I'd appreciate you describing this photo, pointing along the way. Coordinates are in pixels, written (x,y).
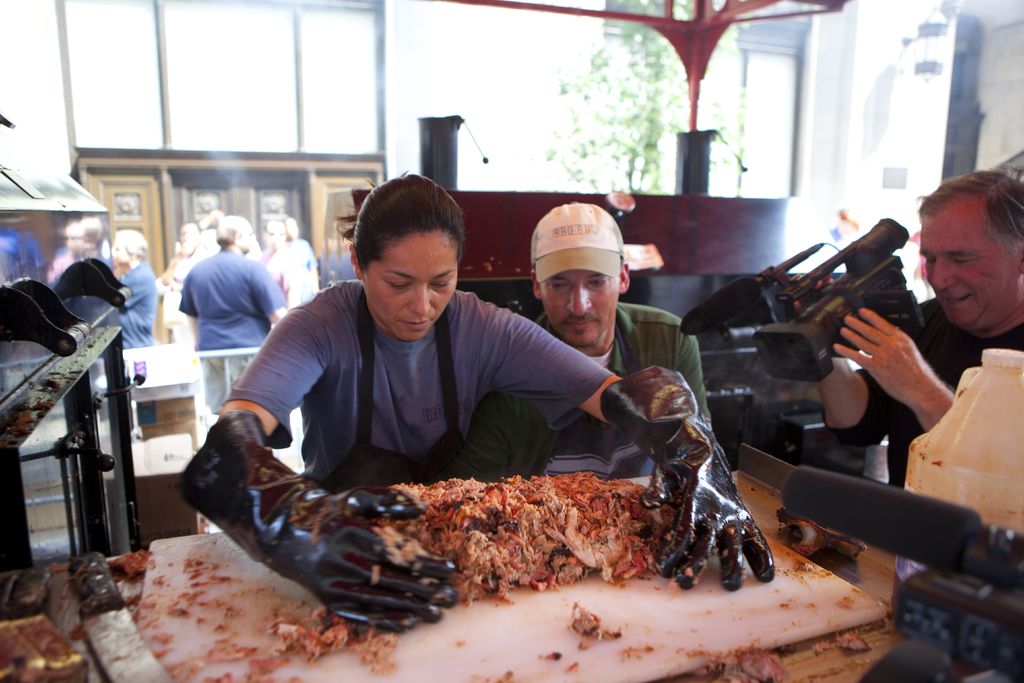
In this image, we can see persons (320,357) wearing clothes (181,266). There is a person (475,389) in the middle of the image (435,422) wearing gloves (661,491). There is an another person (943,350) on the right side of the image (942,357) holding a camera (831,333) with his hands (862,334). There is a table (512,647) at the bottom of the image (481,641) contains some meat (475,594) and knife (134,637). There are bottles (985,432) on the right side of the image (943,478).
